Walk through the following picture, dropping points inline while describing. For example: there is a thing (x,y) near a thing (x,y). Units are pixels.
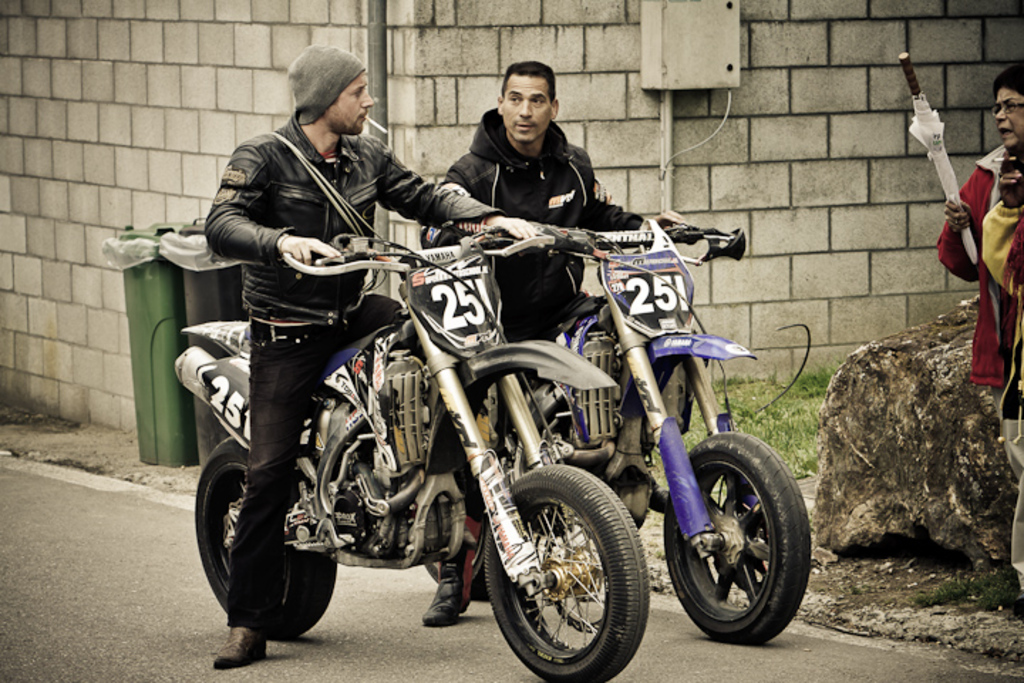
There are 3 people (355,206). They are standing. The 2 persons (519,289) are holding a handle (358,254). We can see in background (812,294) wall (803,281) and dustbin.
